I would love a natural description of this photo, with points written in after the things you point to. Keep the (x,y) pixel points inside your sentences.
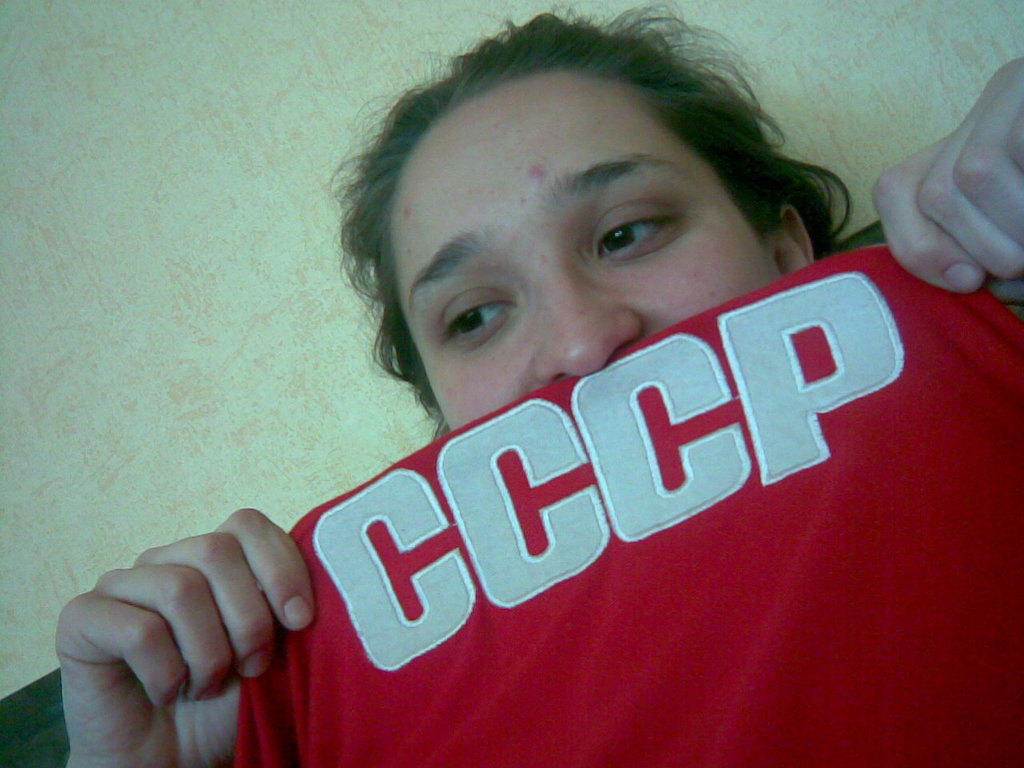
In this image there is a woman (729,233) holding red T-shirt (575,383) in her hand (930,254), on that there is some text (747,458).
